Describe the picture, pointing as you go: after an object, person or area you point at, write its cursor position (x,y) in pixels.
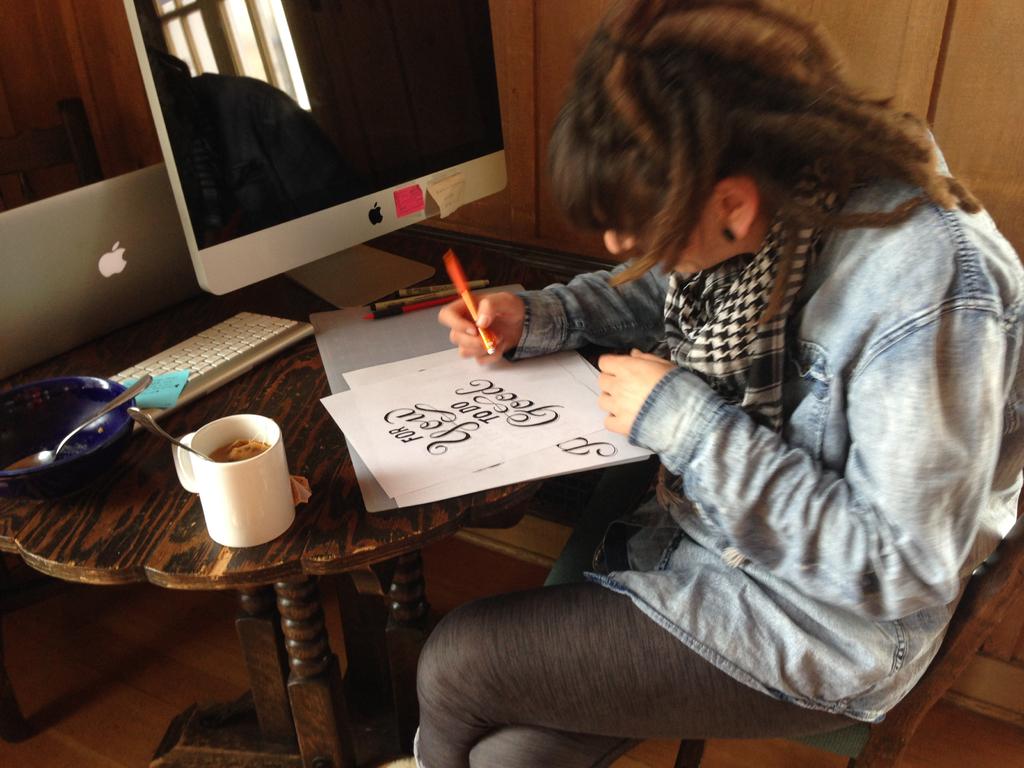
This image consists of a table (193,533) on the left side (261,546) and a chair (957,626) on the right side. A woman (857,607) is sitting on the chair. There is monitor (339,106) on the top (433,121) and keyboard (205,368) on the left (169,373). On that table (352,526) there are mug (220,450), bowl (93,437), spoon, paper (432,371), pens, laptop (100,285). This woman (476,305) she is drawing something on that papers (565,471). She wore shirt (834,431) and scarf (736,362) and pant (552,675).
